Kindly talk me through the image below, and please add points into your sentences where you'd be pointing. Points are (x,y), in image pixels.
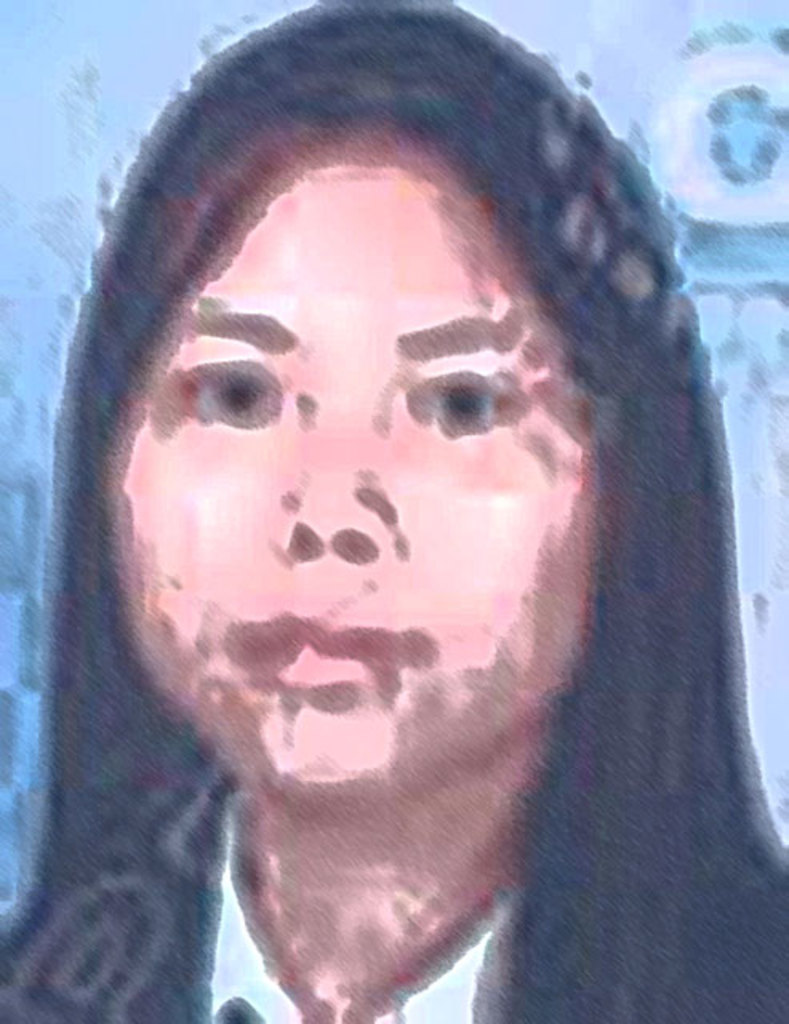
In this picture we can see a painted woman face (327,507).
